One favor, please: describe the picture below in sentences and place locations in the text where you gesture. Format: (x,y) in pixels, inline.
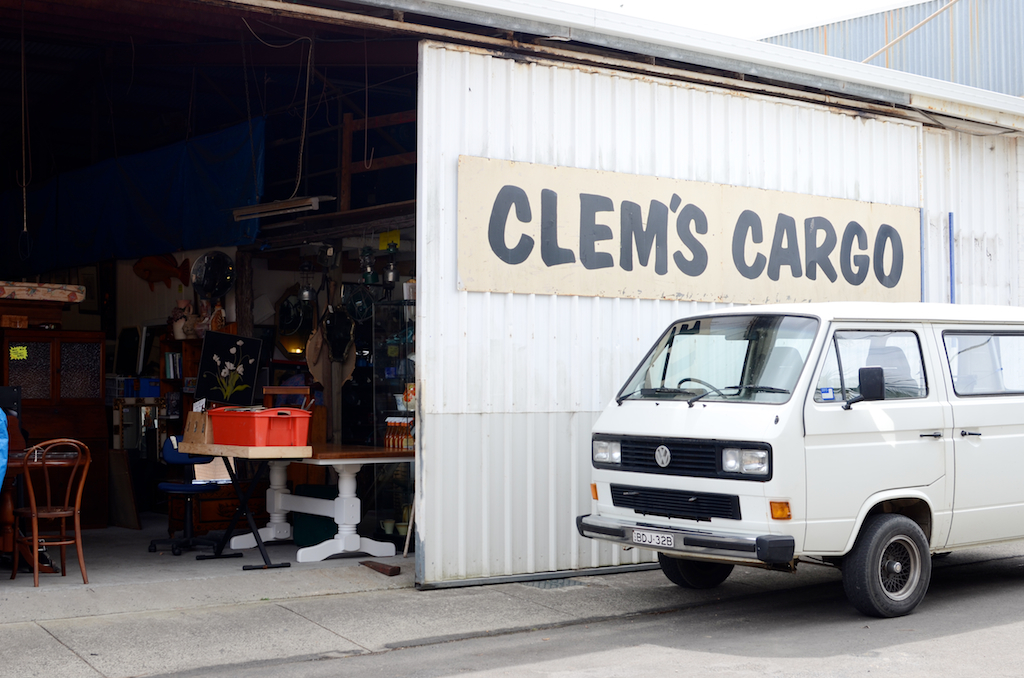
There is a shed (542,363) with furniture (379,448) in it. Next to that there is a van (704,313) parked outside the shed (535,553) on road (1005,549).
